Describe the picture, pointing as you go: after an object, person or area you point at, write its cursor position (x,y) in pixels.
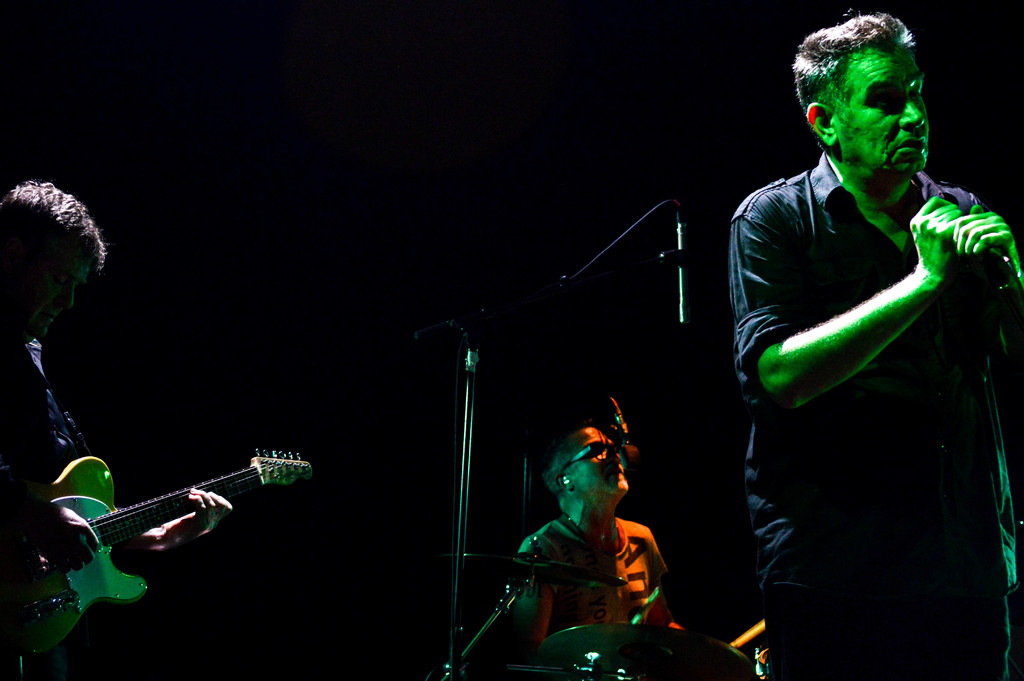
In the left (39,524), a person (51,527) is standing and playing a guitar (92,517). In the middle (598,436) bottom, a person (637,581) is sitting and playing musical instruments (614,582) in front of the mike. On the right (981,284), a person (887,20) standing and singing a song. The background (585,146) is dark in color. It seems as if the image is taken in a concert.
